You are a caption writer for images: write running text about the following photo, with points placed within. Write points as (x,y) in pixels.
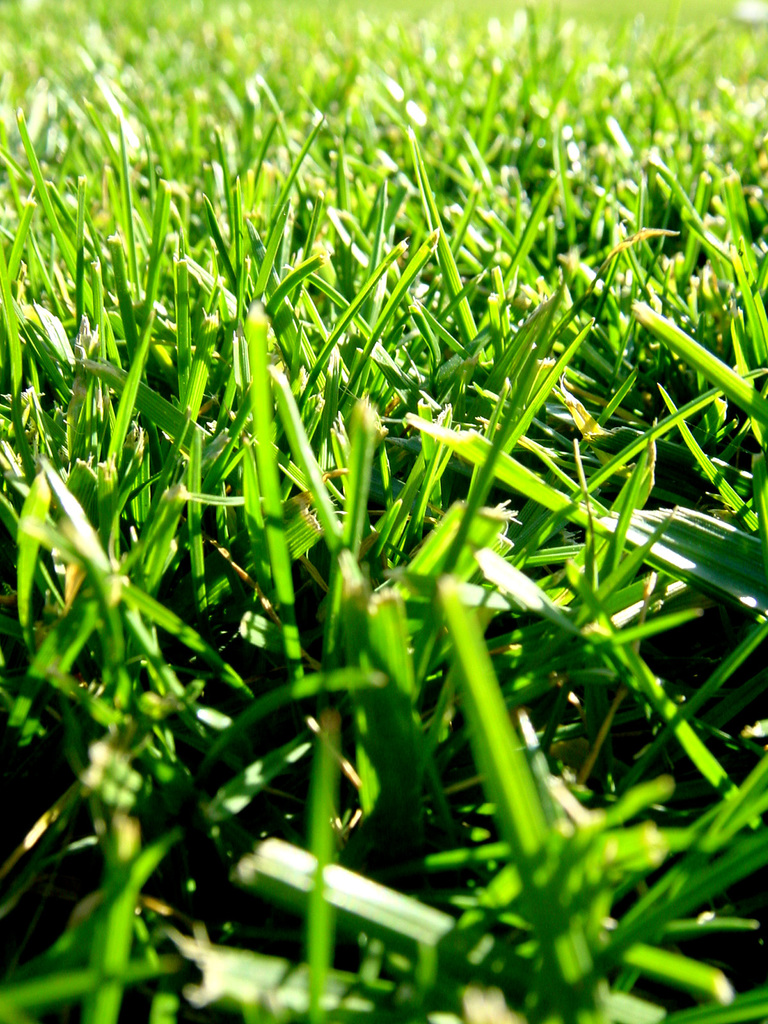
In this image we can see so many plants (293,302).
